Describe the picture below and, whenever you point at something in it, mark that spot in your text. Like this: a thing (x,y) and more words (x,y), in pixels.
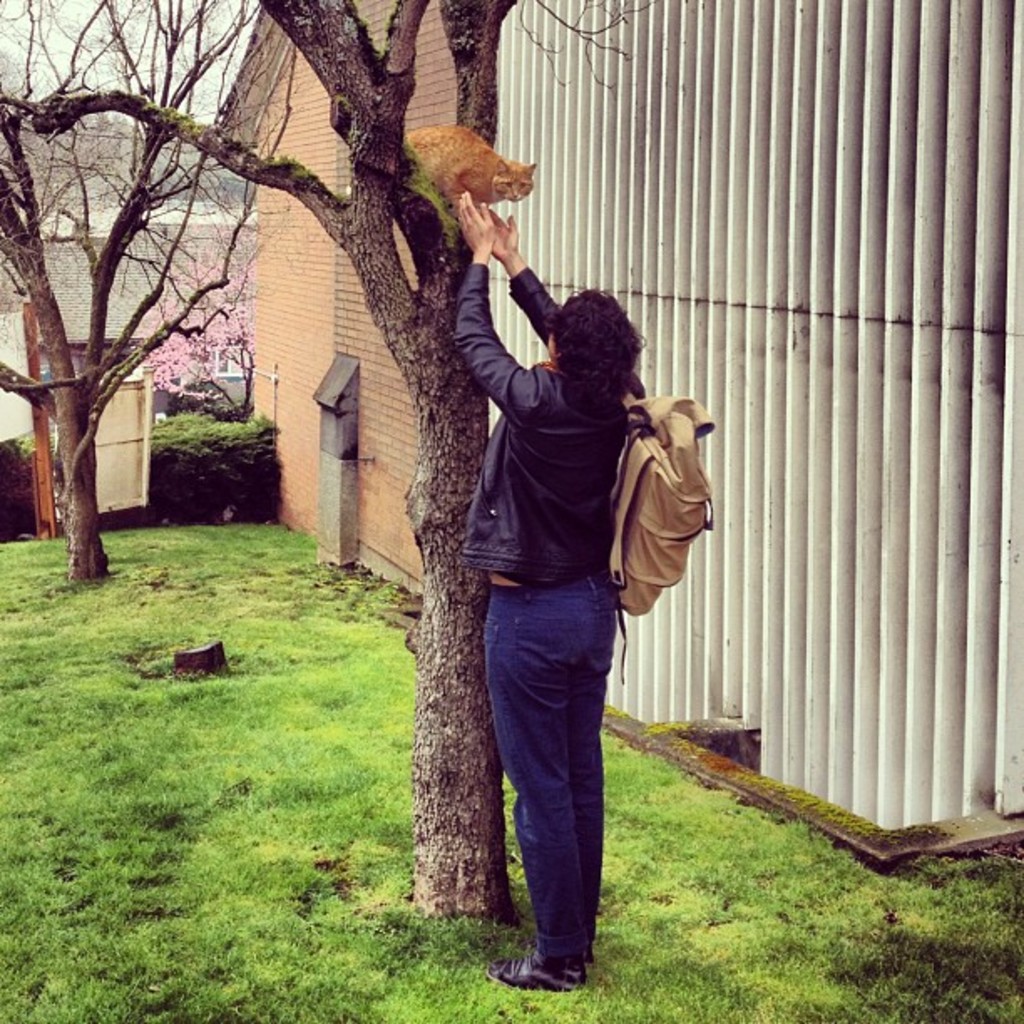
In this picture we can observe a cat (457,154) which is in orange color on the tree (415,359). In front of the tree (421,663) there is a woman (571,604) standing, holding a bag (633,484) on her shoulders (621,407). We can observe some grass (141,789) on the land (220,775). In the right side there is a building (309,362). In the background (15,56) we can observe a sky (6,38) here.
